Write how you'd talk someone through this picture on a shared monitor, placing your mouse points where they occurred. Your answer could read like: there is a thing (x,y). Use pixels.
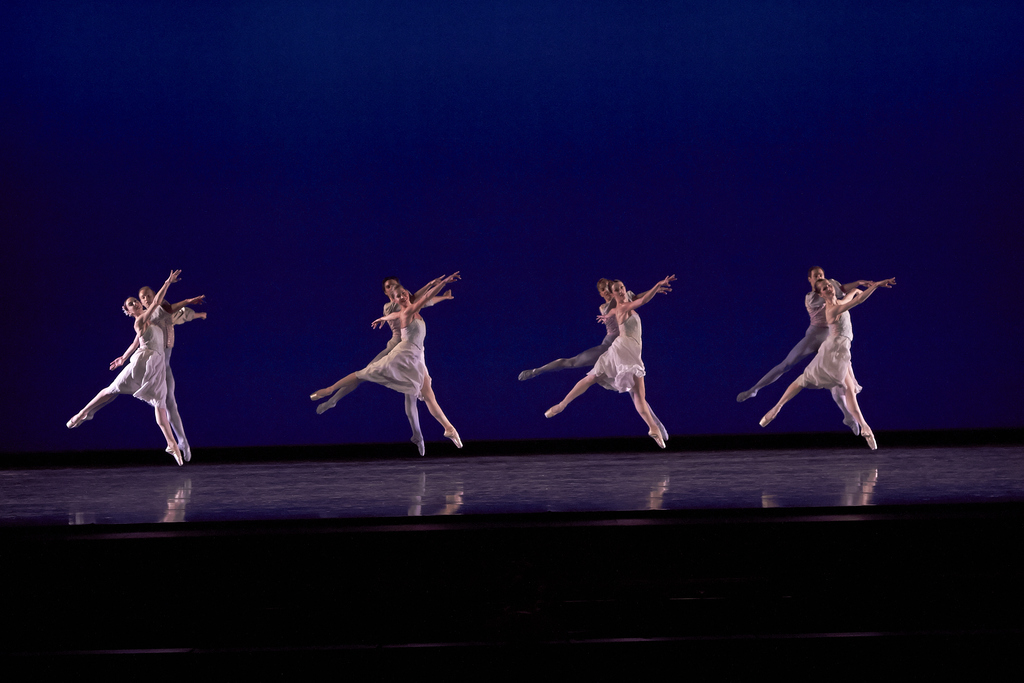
In this image I can see people (163,318) wearing white dress (829,363) and dancing on the stage (795,460). There is a blue background (626,128).
